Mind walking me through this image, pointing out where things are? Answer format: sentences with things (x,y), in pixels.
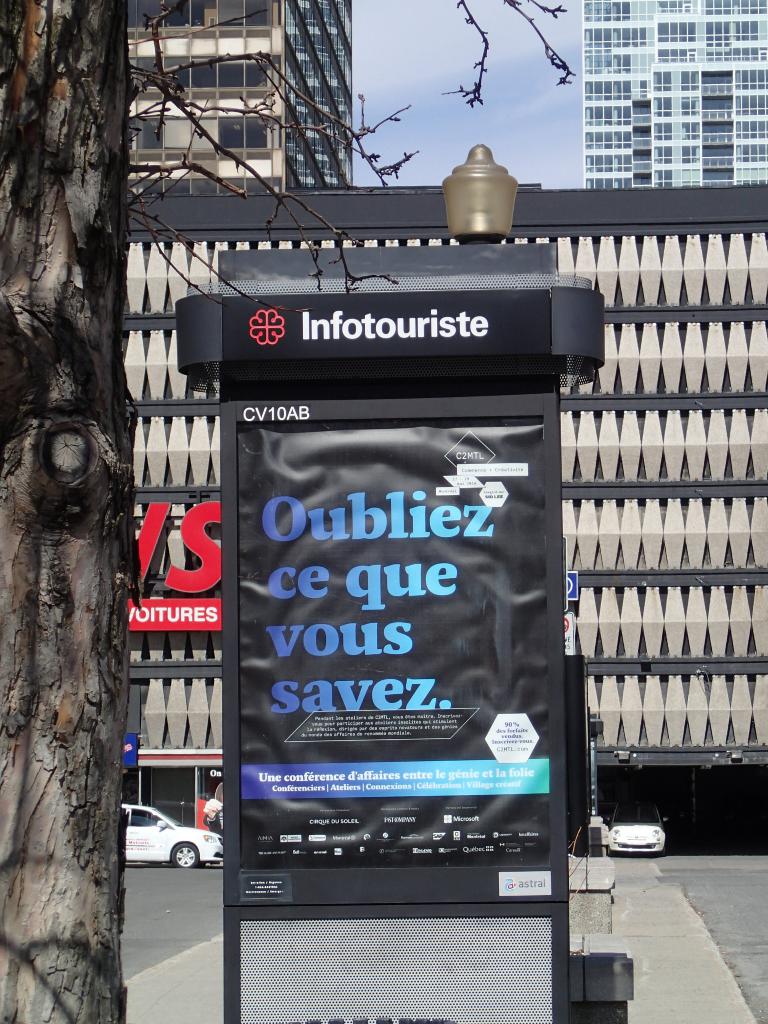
In this picture we can see a board (388,478) and on the left side of the board (266,559) there is a tree (65,537). Behind the board (435,683) there is a light (471,166), some vehicles (155,815) on the road (703,858) and buildings (193,128). Behind the buildings (664,119) there is a sky (475,112).
